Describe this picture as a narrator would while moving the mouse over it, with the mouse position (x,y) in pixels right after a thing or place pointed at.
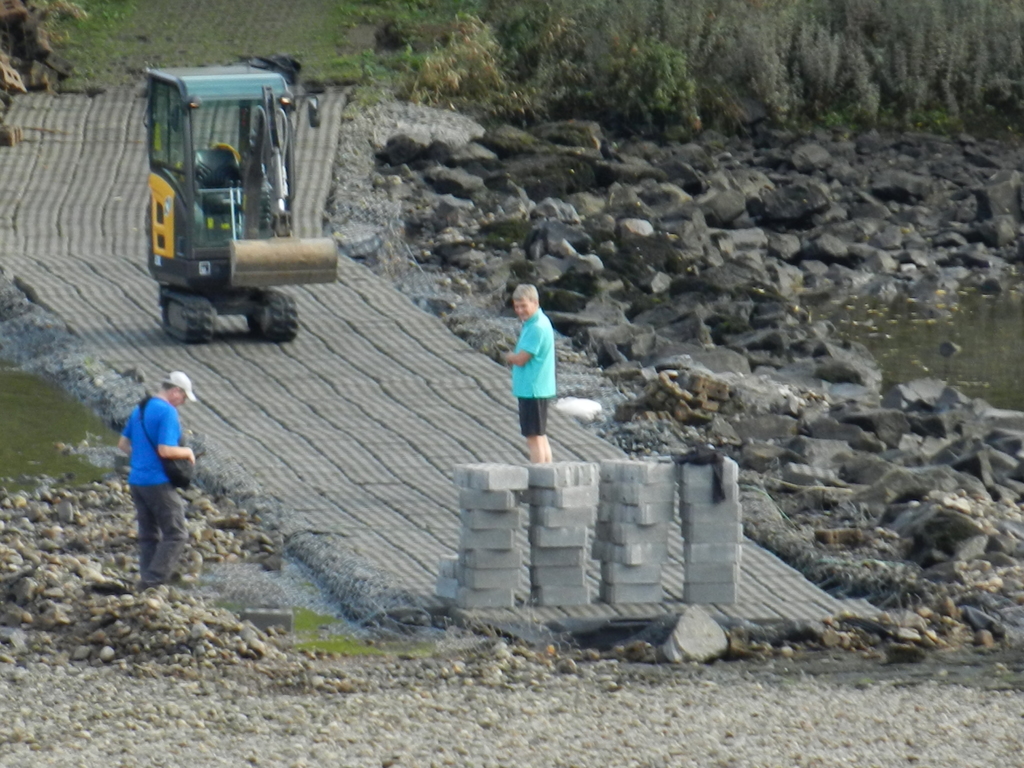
In this picture we can see there are people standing on the under construction road (277,370), in front of them there are bricks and so many other things (314,239).
